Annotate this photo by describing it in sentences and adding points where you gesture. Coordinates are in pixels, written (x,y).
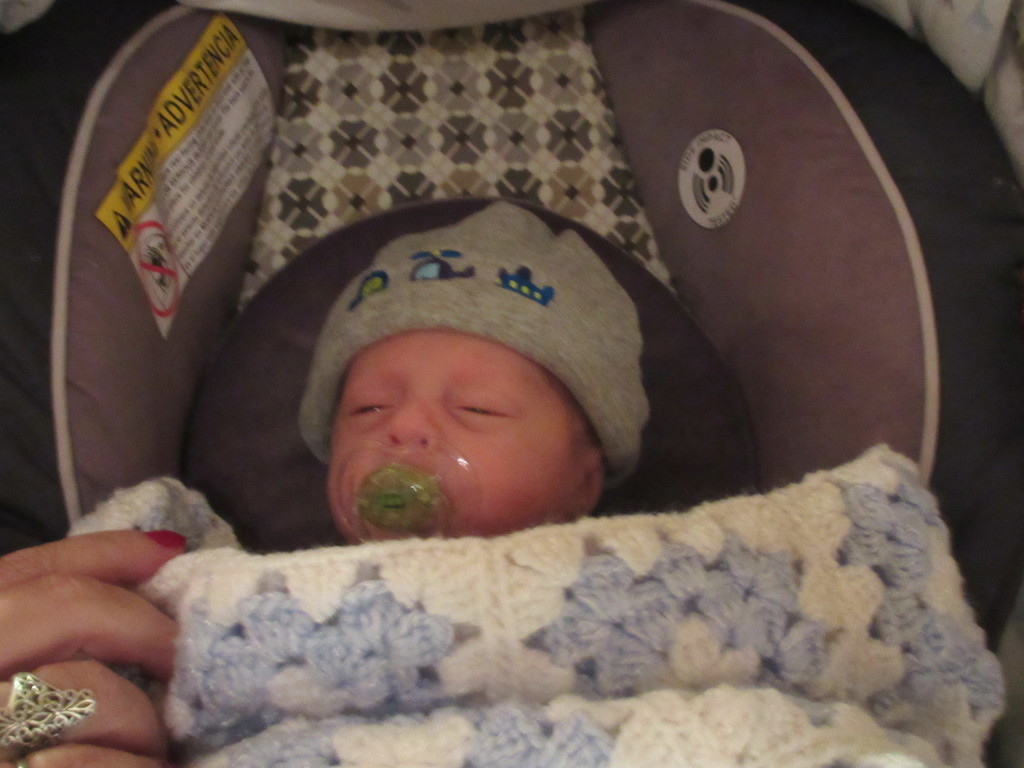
In this image I can see a baby (518,234) sleeping and I can see a white color cloth (377,580) on the baby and I can also see a human hand (50,603).
